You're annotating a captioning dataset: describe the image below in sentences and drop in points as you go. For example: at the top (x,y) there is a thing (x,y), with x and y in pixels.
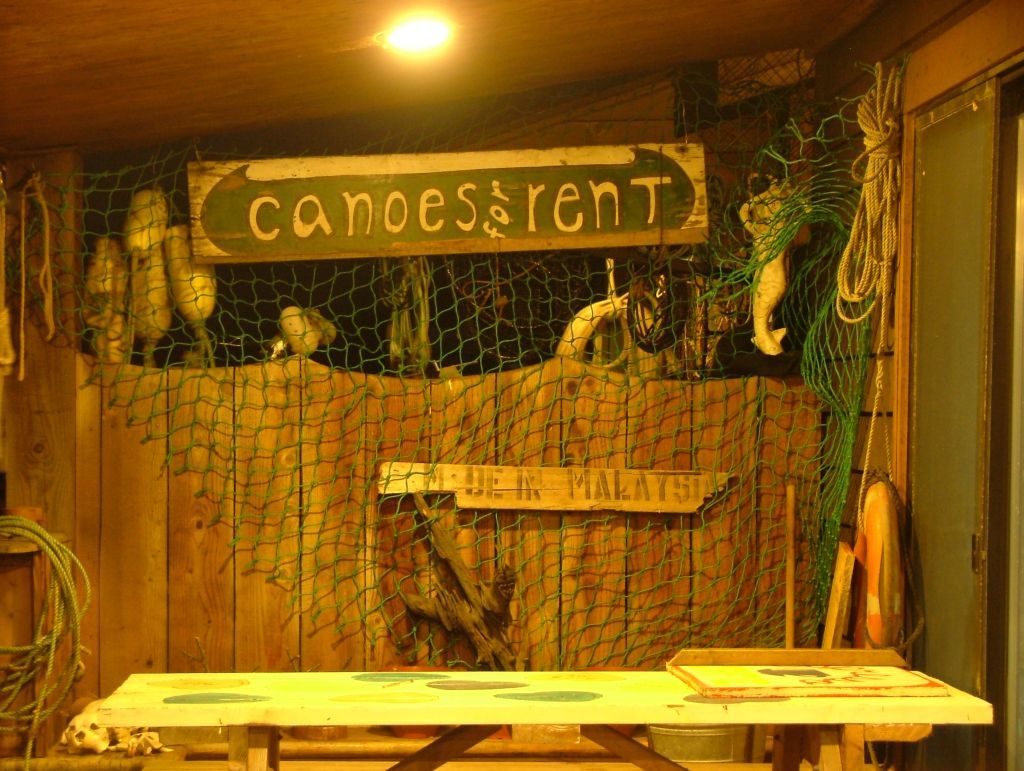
In this picture we can see an object (692,688) on the table (662,693). There are a few ropes (77,598) on the right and left side (62,561). We can see a few objects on the ground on the right side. There are some white objects (93,308) visible in the background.
